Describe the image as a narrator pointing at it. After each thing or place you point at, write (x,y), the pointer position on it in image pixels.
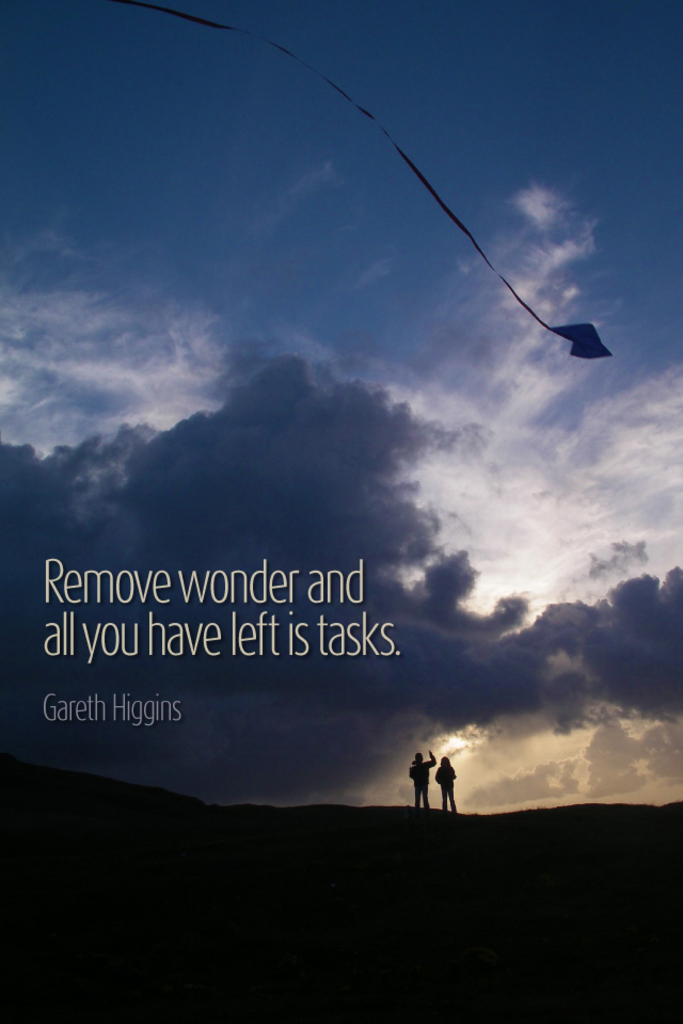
In the center of the image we can see persons (420,788) on the hill (0,971). In the background (415,642) we can see kite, sky (205,306) and clouds (274,559).
